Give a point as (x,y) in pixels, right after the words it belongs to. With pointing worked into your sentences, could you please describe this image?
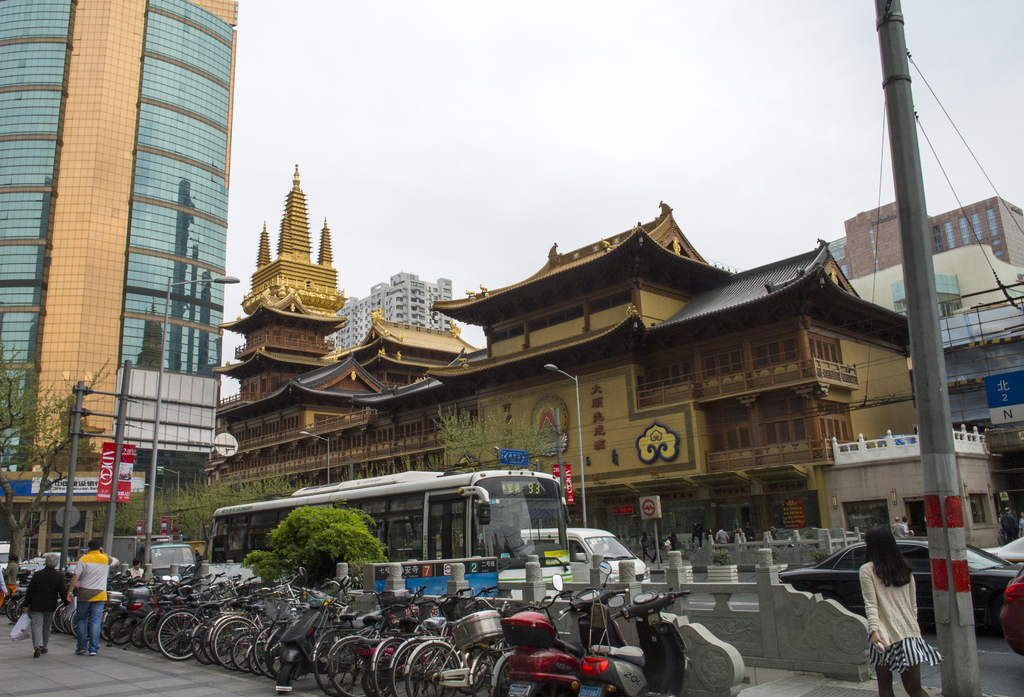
In the picture we can see a street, in the street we can see a path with some bicycles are parked near the path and we can also see some plant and on the road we can see some vehicles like cars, buses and in the background (3,154) we can see some buildings (744,363) and a sky (535,66).
